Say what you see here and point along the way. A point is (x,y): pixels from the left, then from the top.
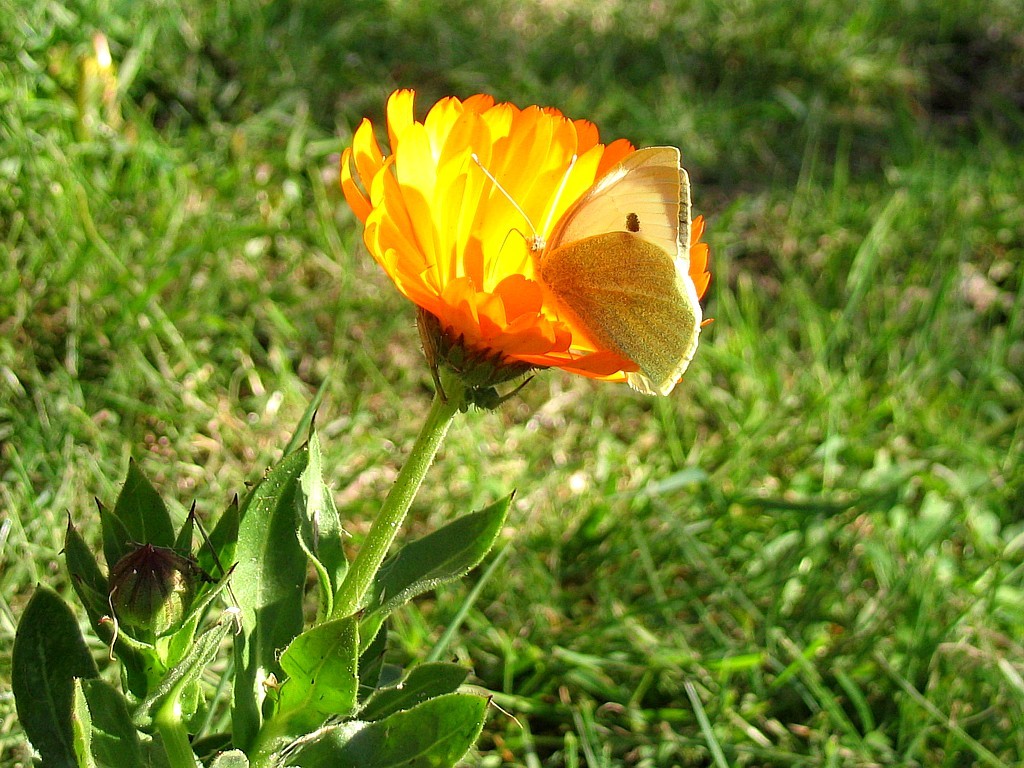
In this image, we can see a butterfly (621,331) on a flower (528,274). Here we can see a flower bud (147,584), leaves (355,764) and stems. Background (21,68) there is a blur view. Here we can see grass (675,446).
